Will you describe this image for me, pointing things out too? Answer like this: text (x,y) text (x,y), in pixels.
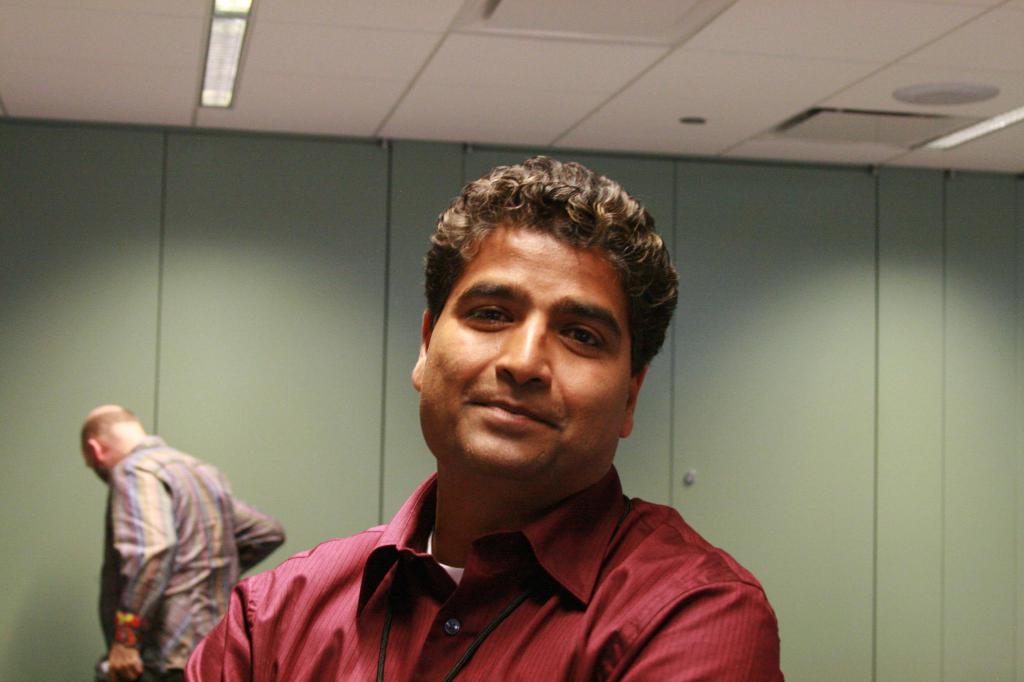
In this image we can see a man (560,544). In the background (148,567) there is another man (117,414), doors (350,373) and lights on the ceiling (331,25).
